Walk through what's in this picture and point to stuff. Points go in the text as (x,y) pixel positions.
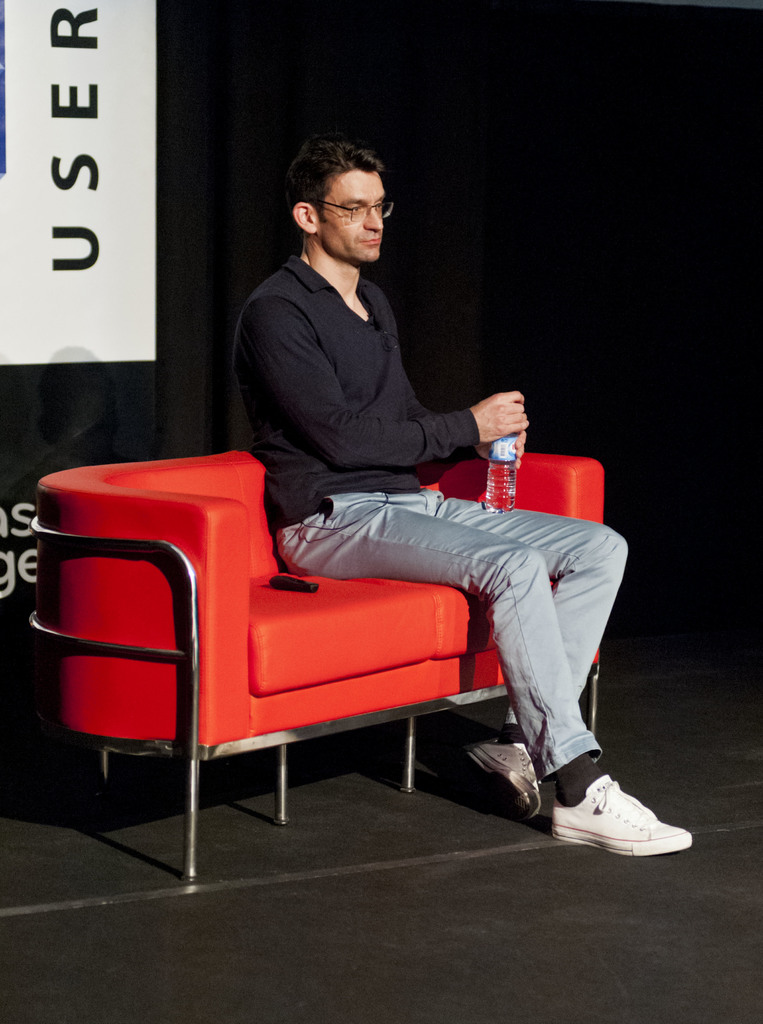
Man (292,329) in black t-shirt (349,385) and grey pant (478,541) is sitting on a red sofa (358,607) holding water bottle (502,497) in his hand (495,420). Beside him, we see mobile phone (293,583) on sofa (325,605). Behind him, we see a white board (85,275) with black text (90,260) written on it.
